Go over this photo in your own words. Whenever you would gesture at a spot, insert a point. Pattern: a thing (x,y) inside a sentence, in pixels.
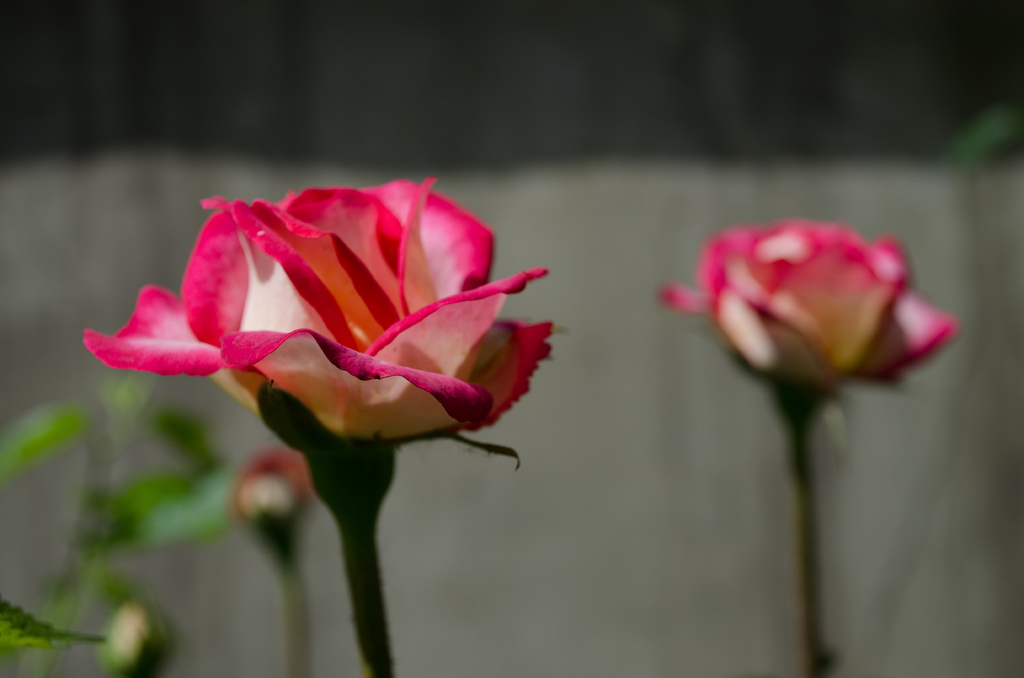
In this image I can see flowers (810,321). In the background (579,422) it is blur.
